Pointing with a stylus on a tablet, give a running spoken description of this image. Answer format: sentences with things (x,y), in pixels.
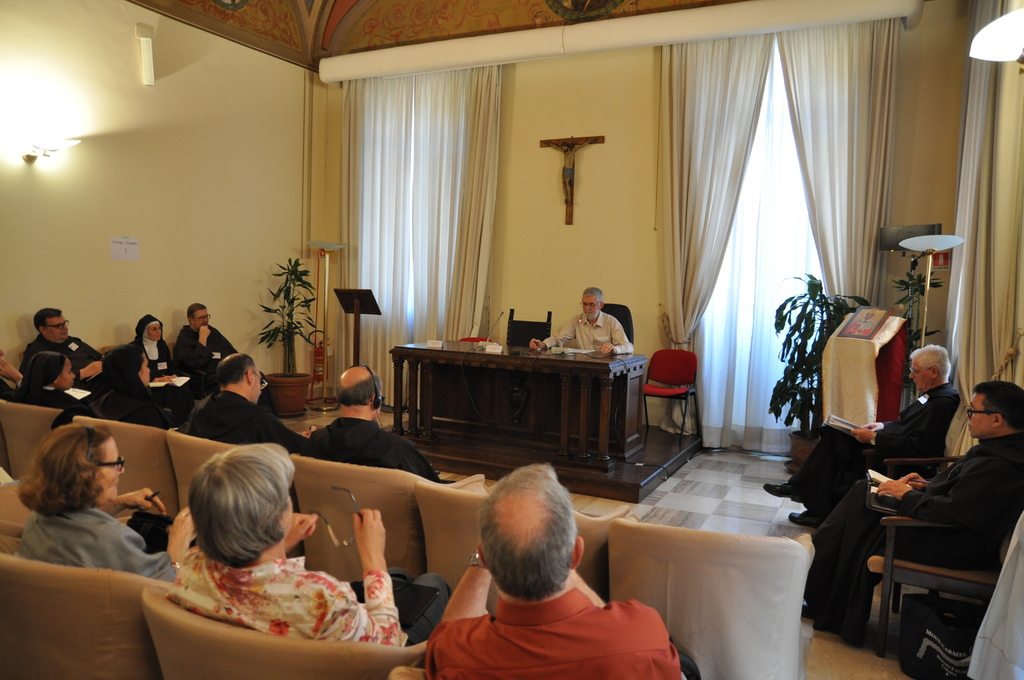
In the image there is a desk (570,402) in the middle of the room (536,393) and there are people (111,358) sitting in the chairs (109,669) in front of the desk (571,414). Behind the desk (537,380) there is a man (595,320) sitting in chair (622,316) and talking with the people (466,622) who are in front of him. At the back side (495,239) there is wall (519,234), curtain (469,233) and jesus symbol (570,176). To the left side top corner there is light (77,141). At the bottom of the floor (735,461) there are plants (302,393).
